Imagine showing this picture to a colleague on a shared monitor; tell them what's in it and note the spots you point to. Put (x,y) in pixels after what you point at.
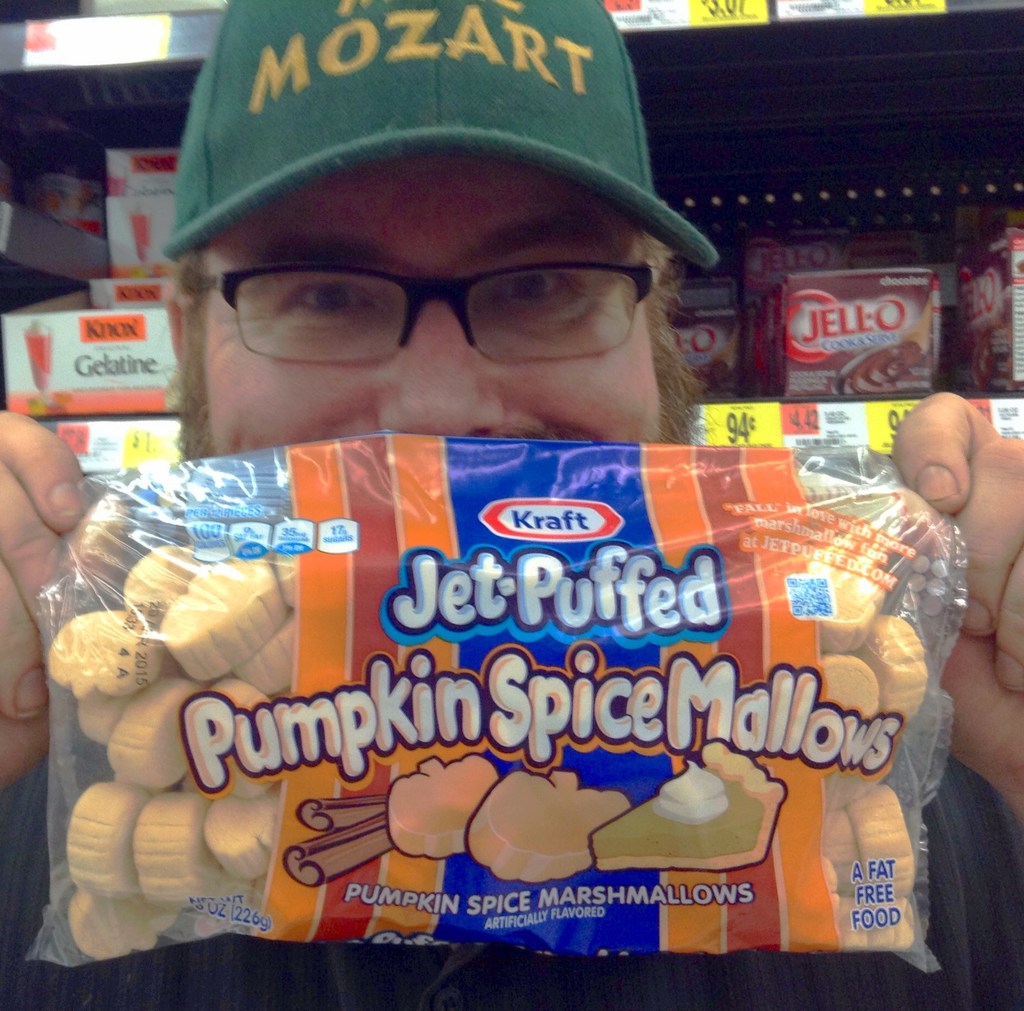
In this image, we can see a man (988,496) holding a packet (333,537), he is wearing a hat (242,41) and specs (512,290), in the background (889,397), we can see some products (821,336) in the rack (790,208).
